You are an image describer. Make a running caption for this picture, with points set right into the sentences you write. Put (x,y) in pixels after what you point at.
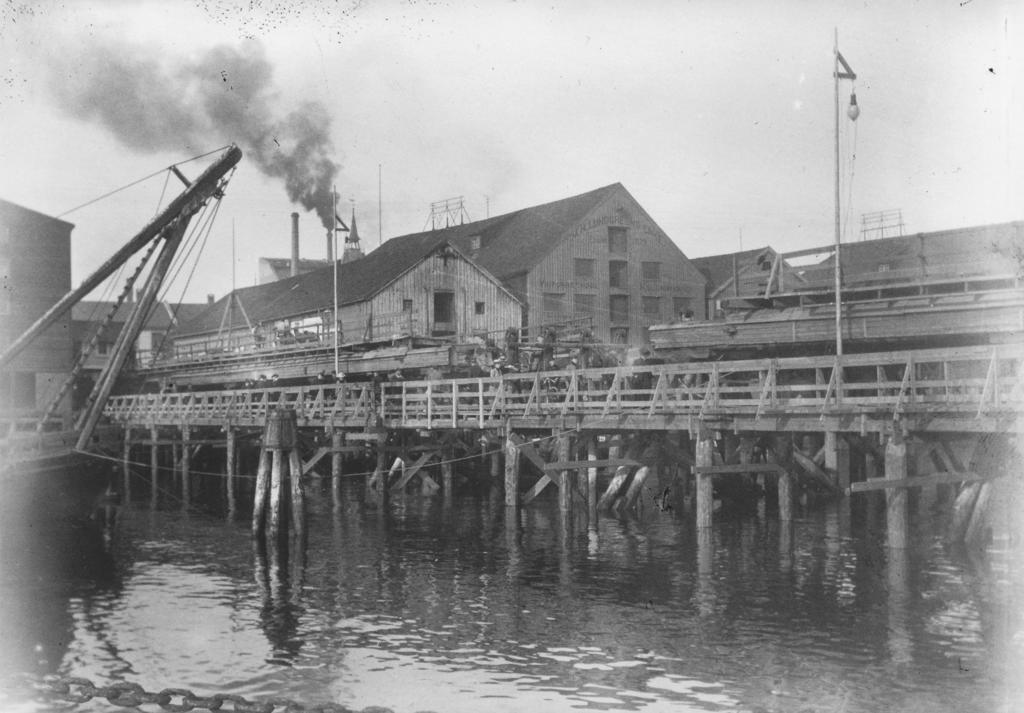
This is a black and white picture, in this image we can see a bridge (461,408) above the water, there are some buildings (387,330), windows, poles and a light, also we can see a crane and in the background (345,83), we can see the sky (368,145).
